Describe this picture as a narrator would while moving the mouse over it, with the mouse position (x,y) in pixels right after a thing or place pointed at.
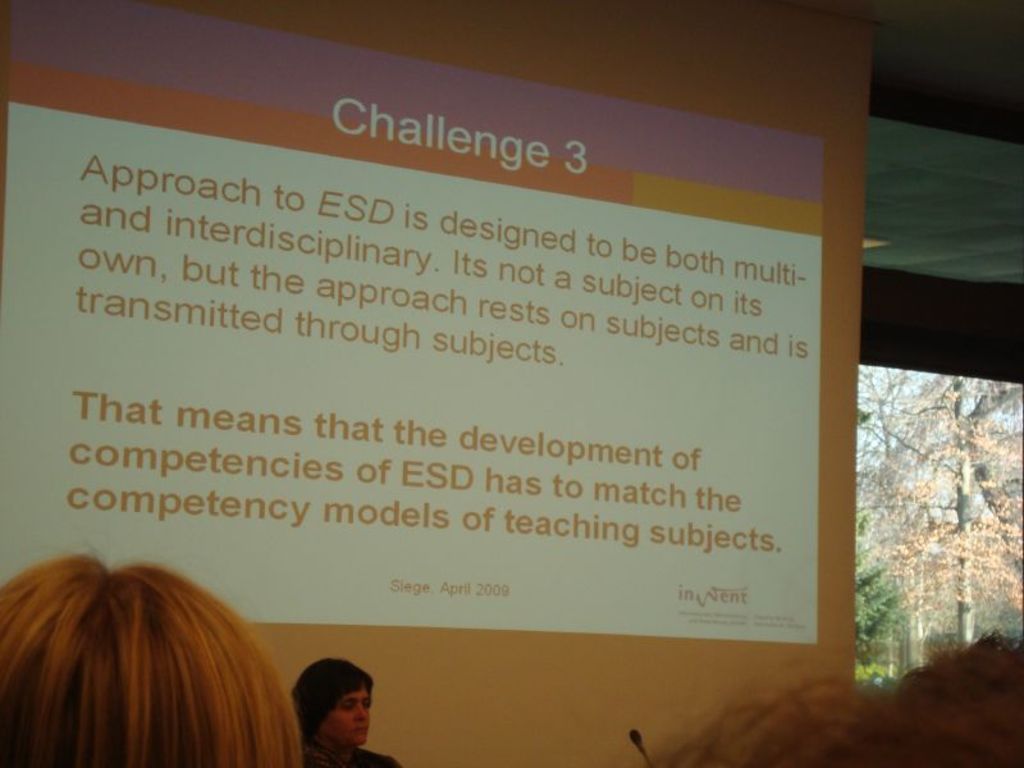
In this image in the front (648,750) there are persons (344,742) and there is a mic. In the center (442,489) there is a screen (636,424) and on the screen (321,278) there is some text (421,329) written on it and in the background (901,531) there are trees (938,564), there is a pole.
